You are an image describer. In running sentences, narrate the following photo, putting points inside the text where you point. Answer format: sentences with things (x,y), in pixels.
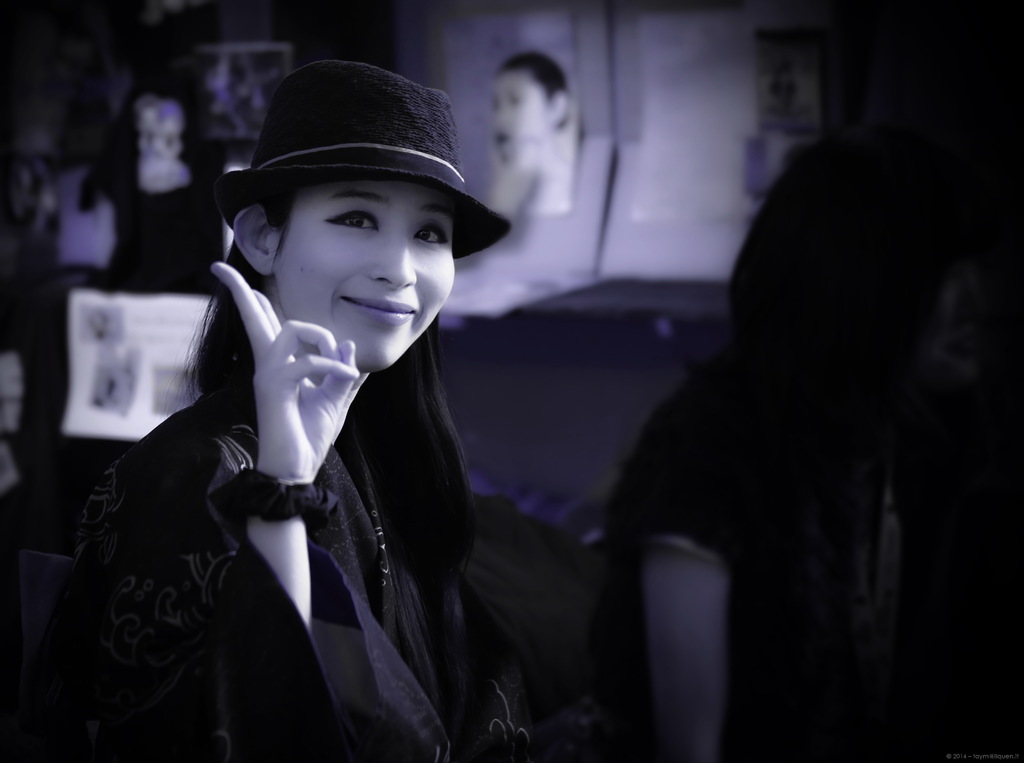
This image is a black and white image. In this image the background (212,104) is all little blurred and dark. There are a few posters (92,370) on the wall (58,397). In the middle of the image (363,302) there is a woman (290,482) and she is with a smiling face (365,274).
